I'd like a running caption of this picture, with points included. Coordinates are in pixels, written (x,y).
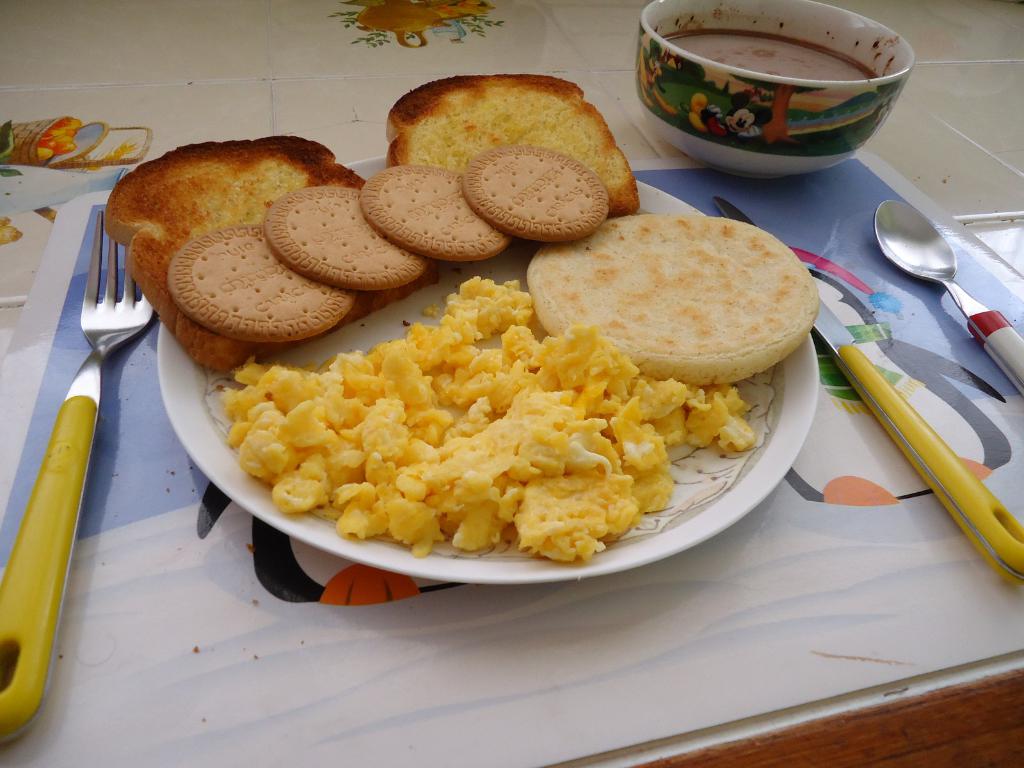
In the picture I can see food items (490,441) on a plate (599,397). I can also see a spoon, a knife (912,442), a fork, a bowl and some other objects (369,688).
